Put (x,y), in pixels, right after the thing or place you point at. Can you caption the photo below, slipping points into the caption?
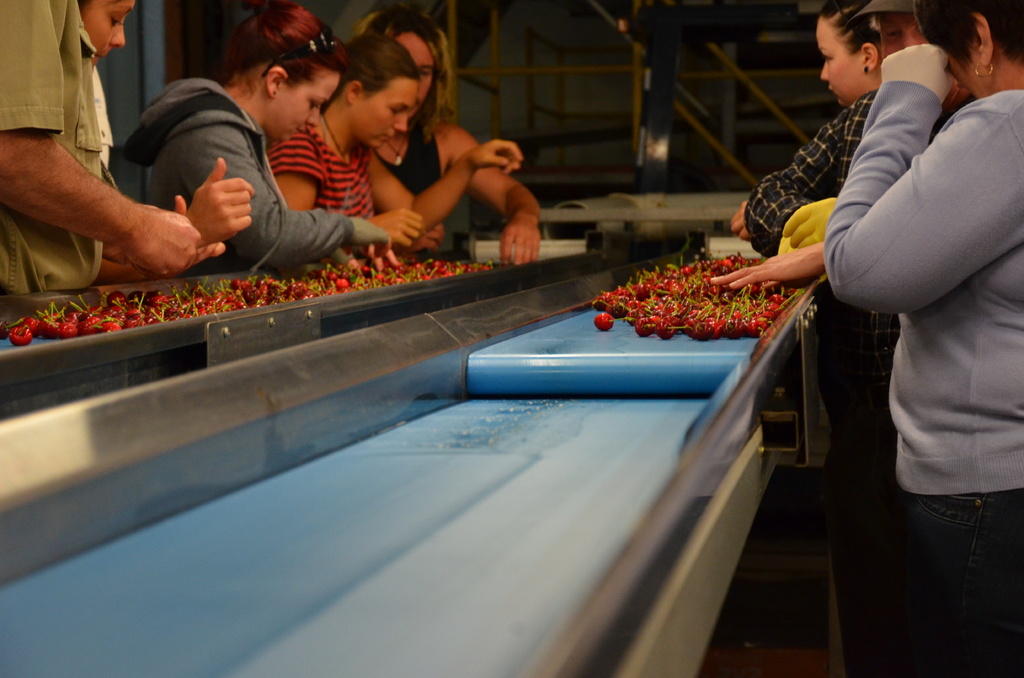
In this image we can see cherries (766,319) placed on the processing belt (635,363) and there are people (998,330). In the background (720,10) there are rods (591,67).
